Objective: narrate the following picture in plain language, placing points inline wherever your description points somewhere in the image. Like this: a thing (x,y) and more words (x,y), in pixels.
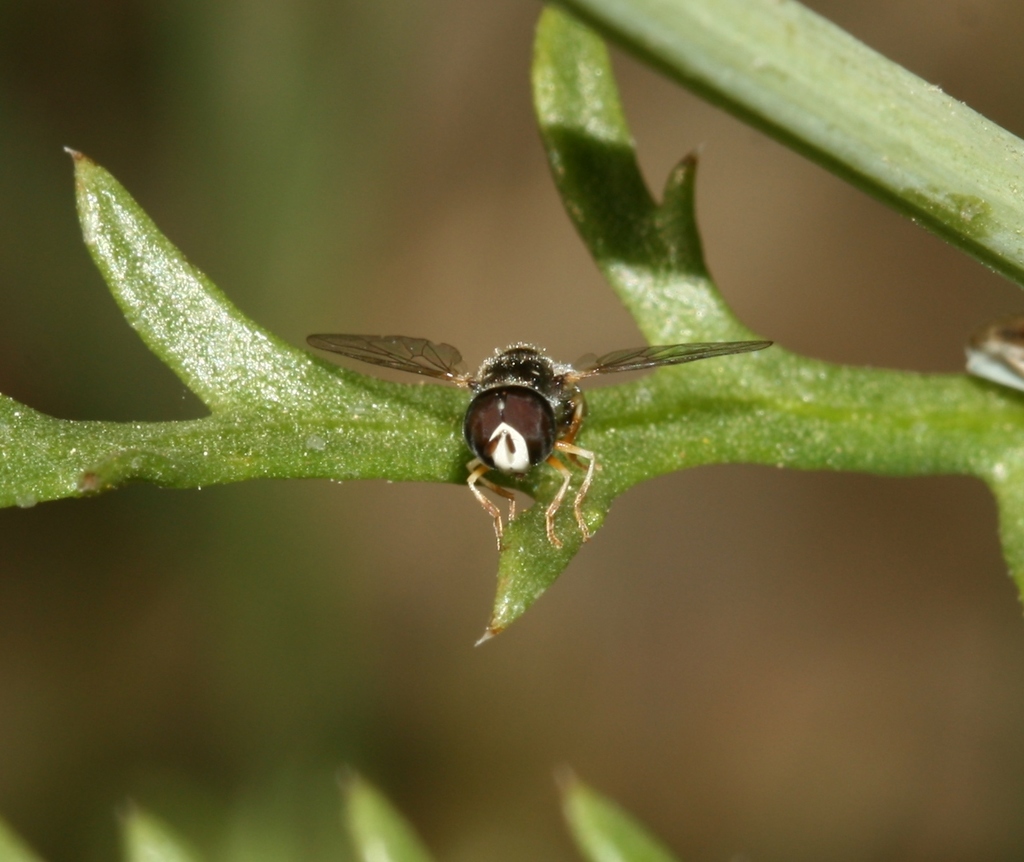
In this image we can see a fly (507,416) on the leaf (309,385) and the background (825,847) is blurred.
